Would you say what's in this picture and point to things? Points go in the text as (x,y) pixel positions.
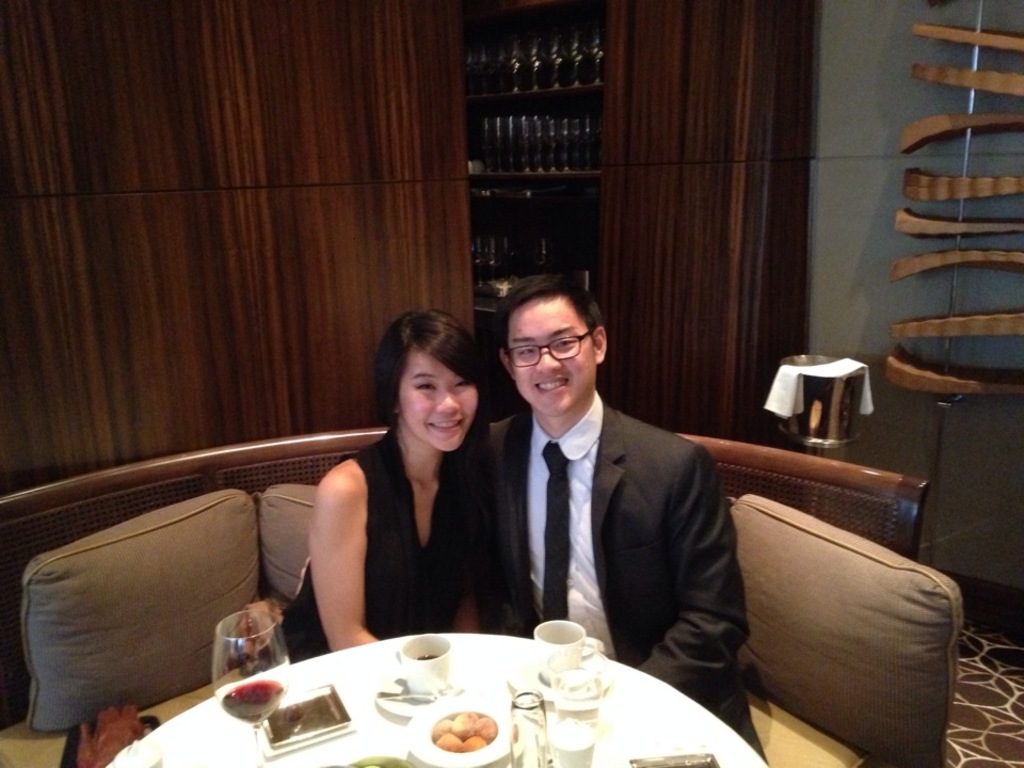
In this image i can see a woman (431,444) and a man (530,452) sitting on couch (301,459) in front of a table (406,724). On the table (395,730) i can see a wine glass (261,697), few cups (408,669), a bowl (480,761) with food item (468,731) in it. In the background (337,391) i can see a wall (470,239) and few glasses (577,138).
